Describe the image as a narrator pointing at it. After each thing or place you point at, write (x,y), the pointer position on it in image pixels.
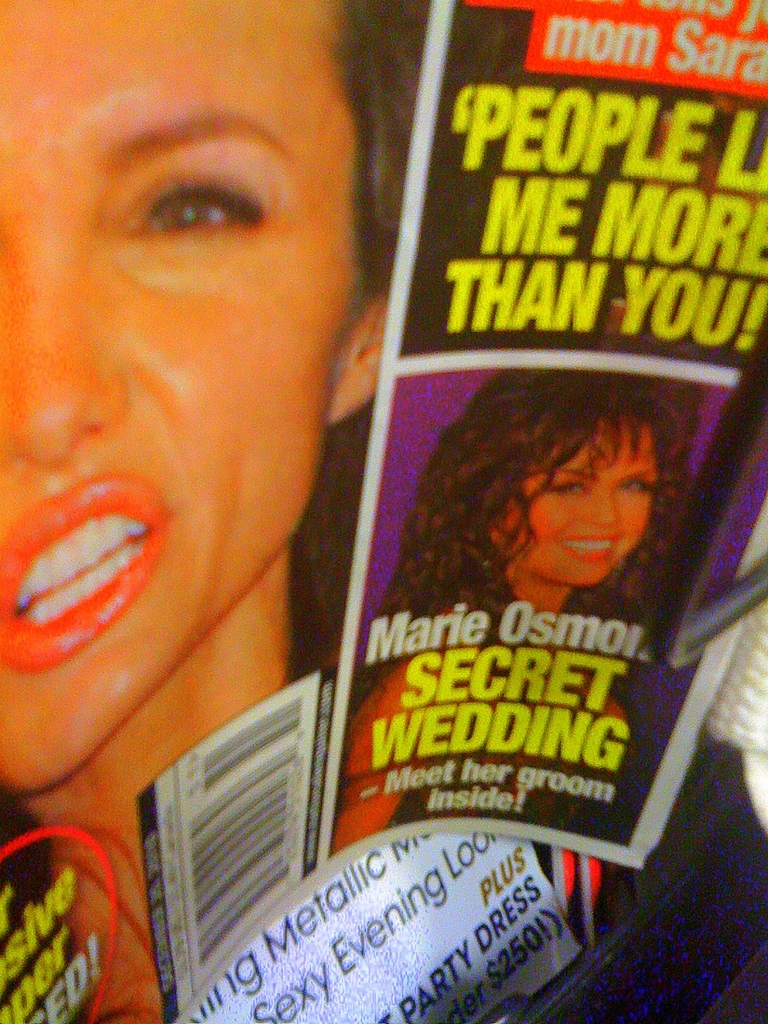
In this picture, we can see a few posters (463,495) with some text (468,658) and images (425,611) on it.
